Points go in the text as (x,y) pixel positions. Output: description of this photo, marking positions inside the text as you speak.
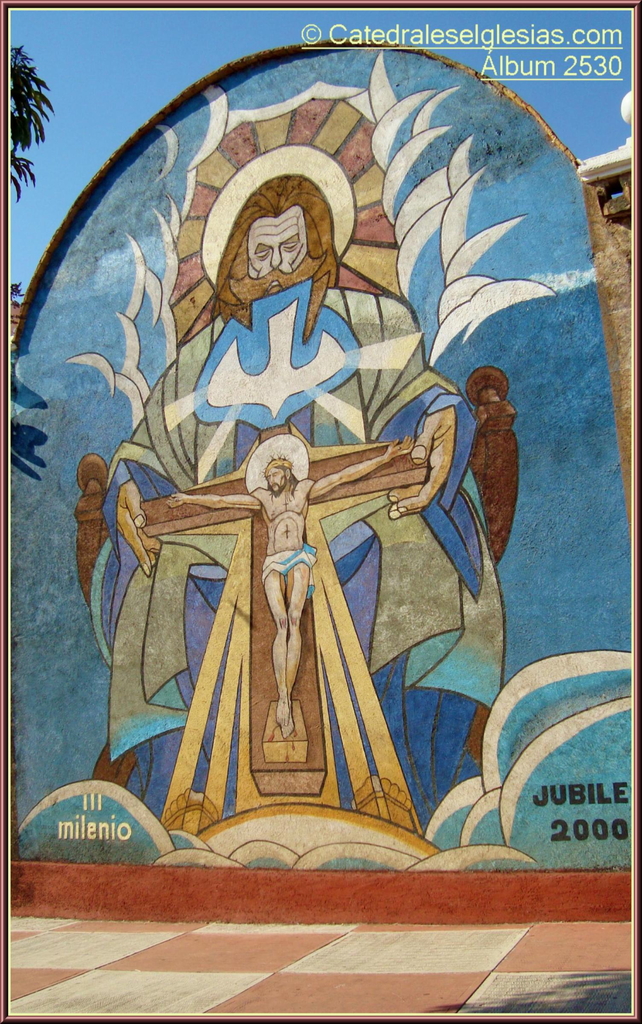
This image consists of a wall (412,744) on which there is a painting (277,693) of two men (386,619). At the bottom (358,954), there is ground (320,1011). On the left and right, we can see the text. At the top (32,52), there is sky (87,69) along with a tree (13,58).
